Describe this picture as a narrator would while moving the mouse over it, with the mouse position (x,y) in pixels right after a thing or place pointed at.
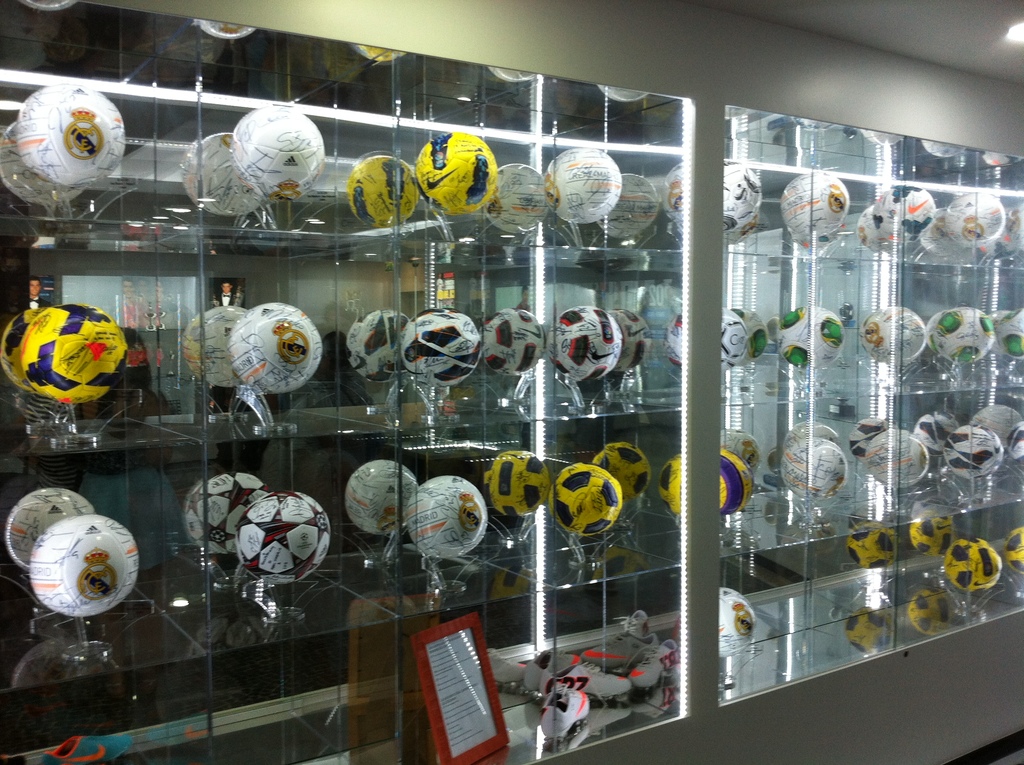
In this picture I can observe balls (91,556) placed in the shelves (577,584). There is a frame (454,656) on the bottom of the picture (451,697). I can observe shoes (601,690) in the shelf (181,703). These balls (76,155) are in white and yellow colors.
